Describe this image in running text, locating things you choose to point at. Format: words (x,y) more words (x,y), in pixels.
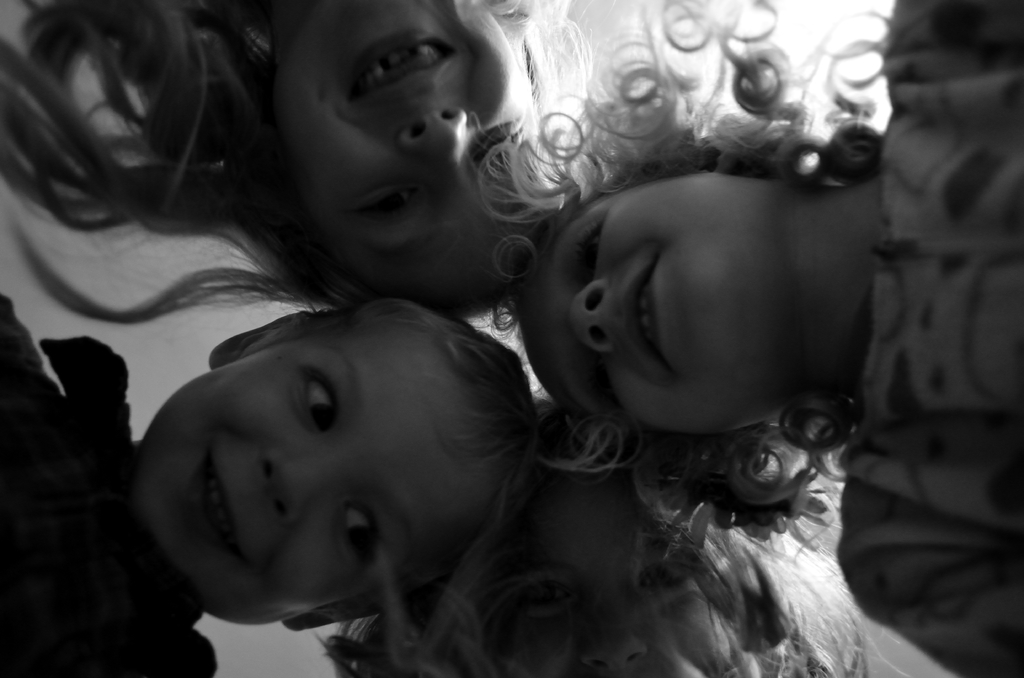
This is a black and white image and here we can see kids (645,308).
